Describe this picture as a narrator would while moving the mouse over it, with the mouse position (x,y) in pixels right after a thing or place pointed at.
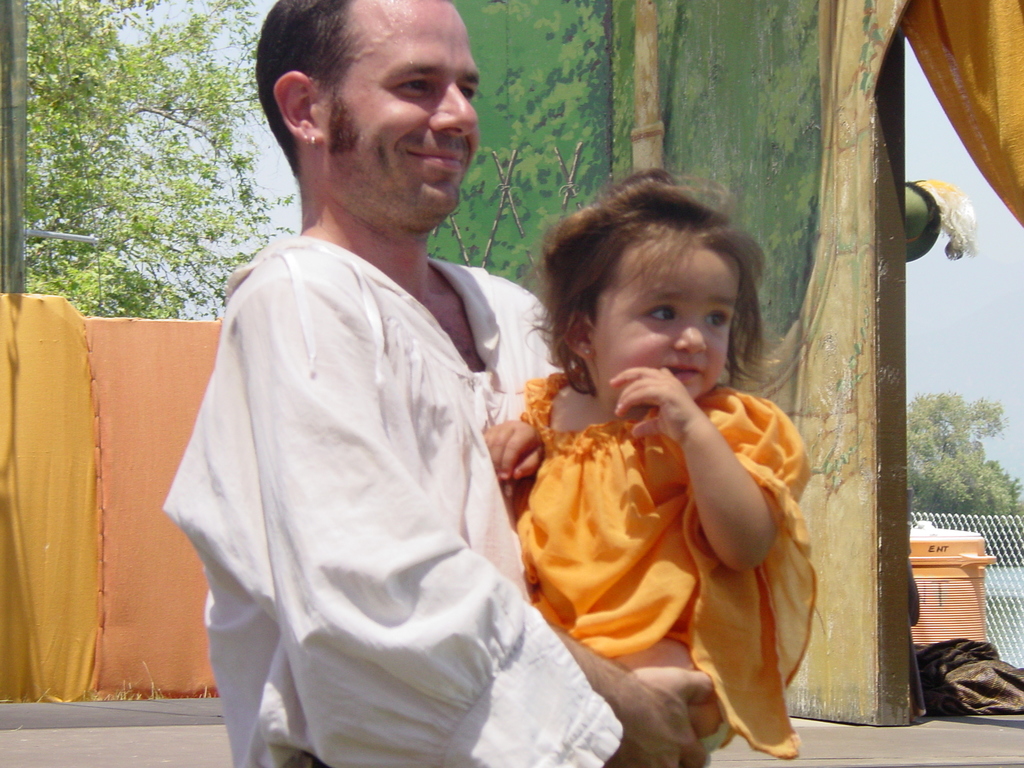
In the picture we can see a man (522,671) standing and holding a baby (740,680), a man (374,590) is with white dress (354,576) and baby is in yellow dress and behind them, we can see a wooden wall (889,460) with some tree paintings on it and near it, we can see some things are placed and behind it we can see a fencing wall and far away from it we can see trees (952,414) and the sky (981,394).
